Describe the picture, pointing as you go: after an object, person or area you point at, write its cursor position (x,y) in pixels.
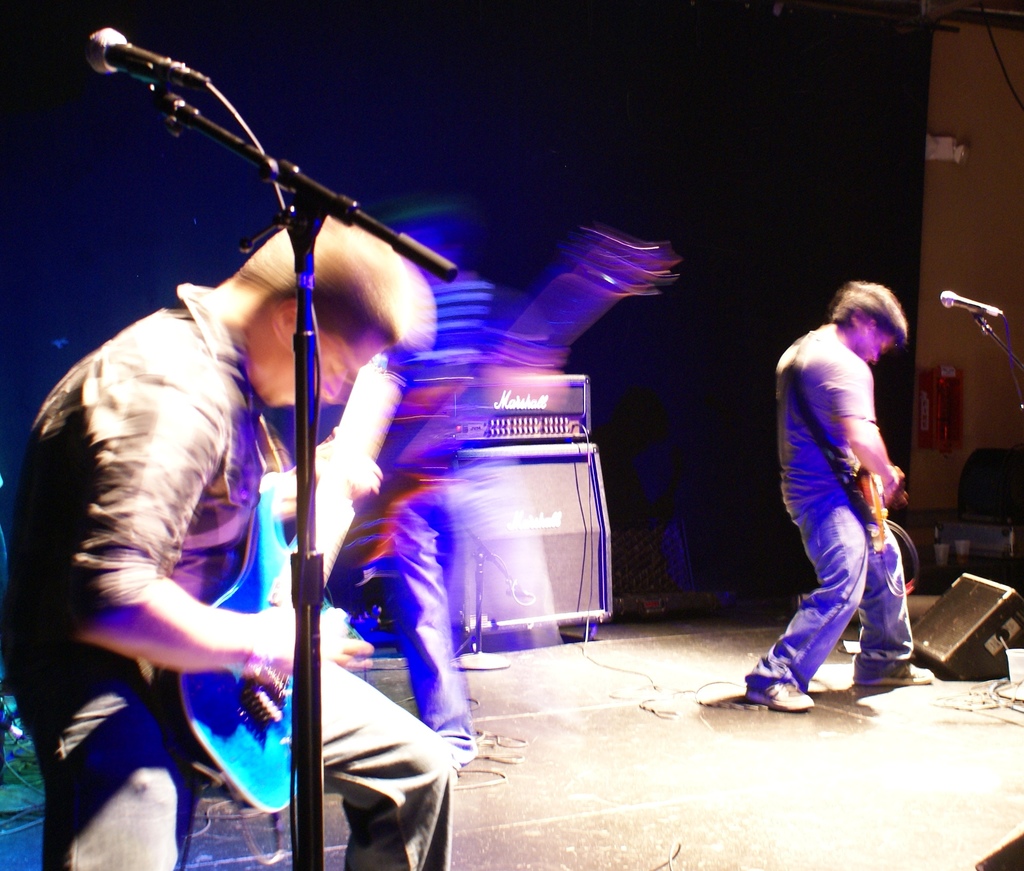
In this image I can see few people (44,424) and I can see they all are holding guitars (532,313). I can also see few mics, few speakers (954,627) and in the background (480,37) I can see a black colour thing (71,95).
